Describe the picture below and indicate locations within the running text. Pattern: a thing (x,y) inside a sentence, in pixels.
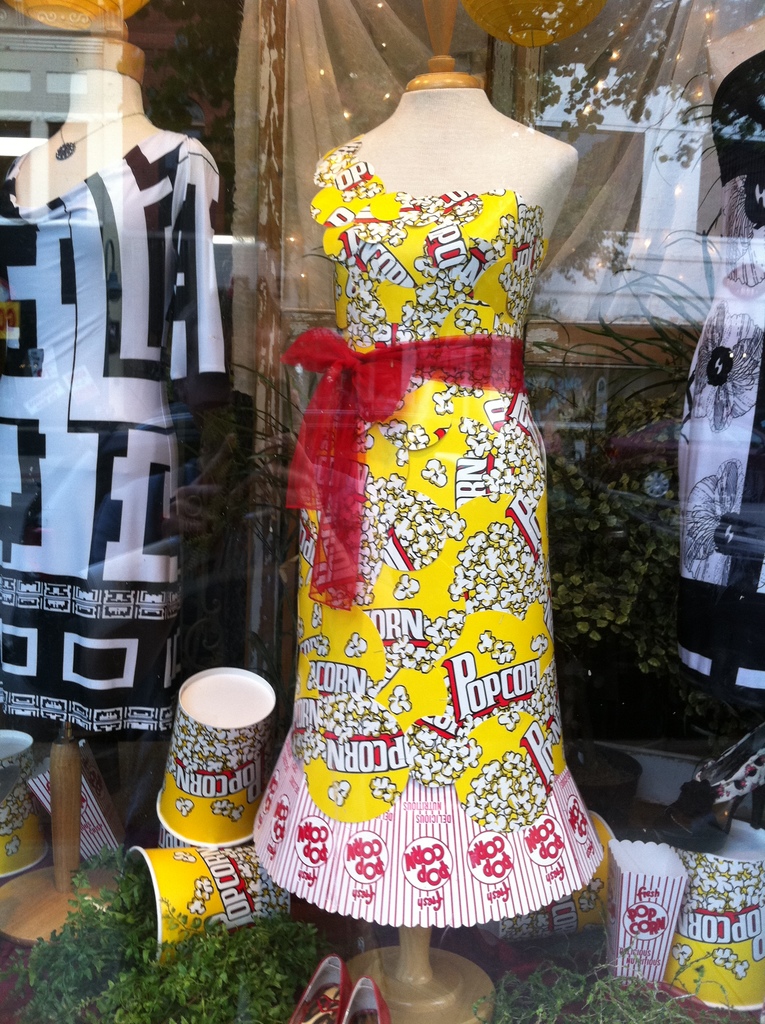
In this image we can see mannequins (405,932) and there are clothes (426,433) placed on it we can see cups (701,925) and there is a curtain (620,247). At the bottom (150,946) there are leaves (184,991).
